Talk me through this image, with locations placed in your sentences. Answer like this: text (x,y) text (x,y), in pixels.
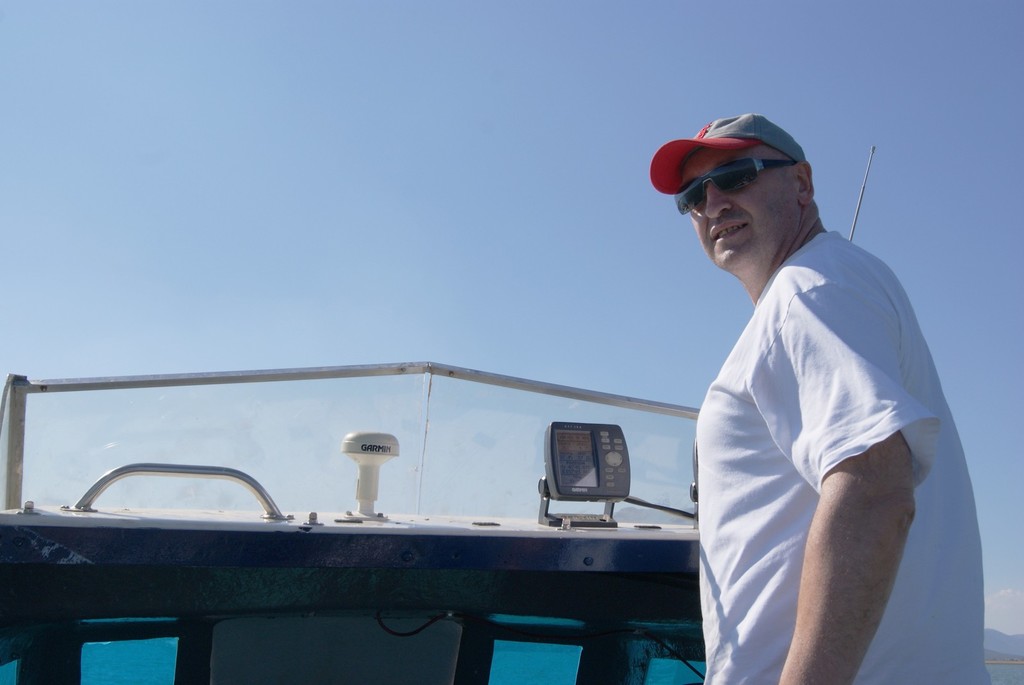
In the picture we can see a man (824,663) standing in the boat (180,621) and he is in a white T-shirt (875,660) and a cap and in front of him we can see a gear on the boat (348,684) and in front of it we can see the windshield (353,409) and from it we can see the sky (456,291).
